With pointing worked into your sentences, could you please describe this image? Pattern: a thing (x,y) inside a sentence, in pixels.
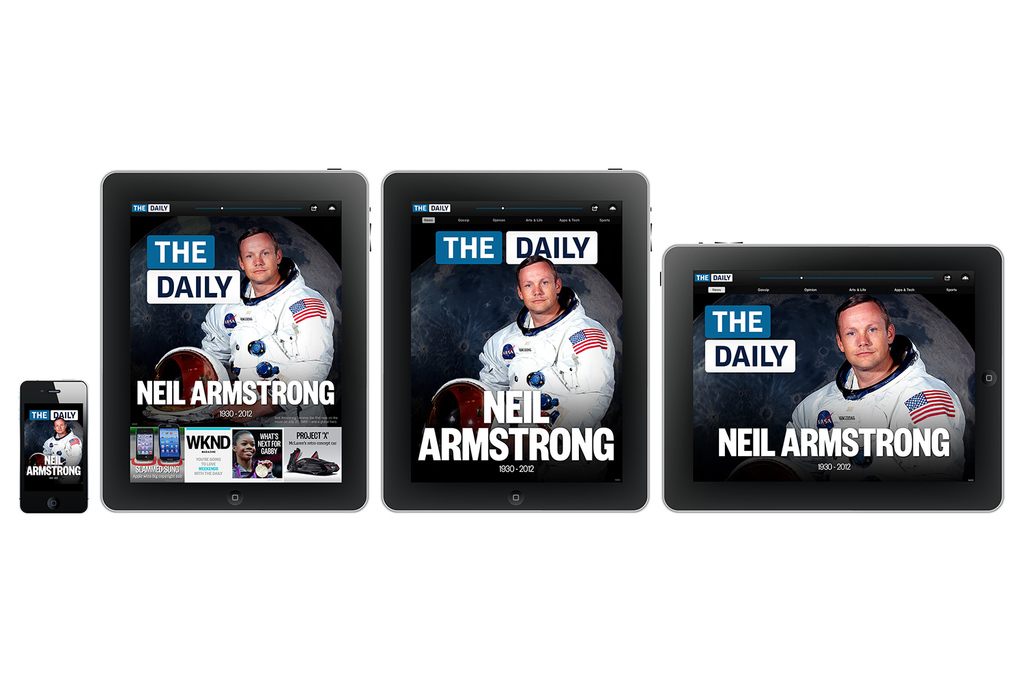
In this image I can see three ipads (408,371) and one iphone (31,420). In those ipads (260,374) and iphone (58,456) I can see the person (881,417) with white color dress (838,413) and the text (732,363). In the back (382,132) I can see the white surface (760,200).
